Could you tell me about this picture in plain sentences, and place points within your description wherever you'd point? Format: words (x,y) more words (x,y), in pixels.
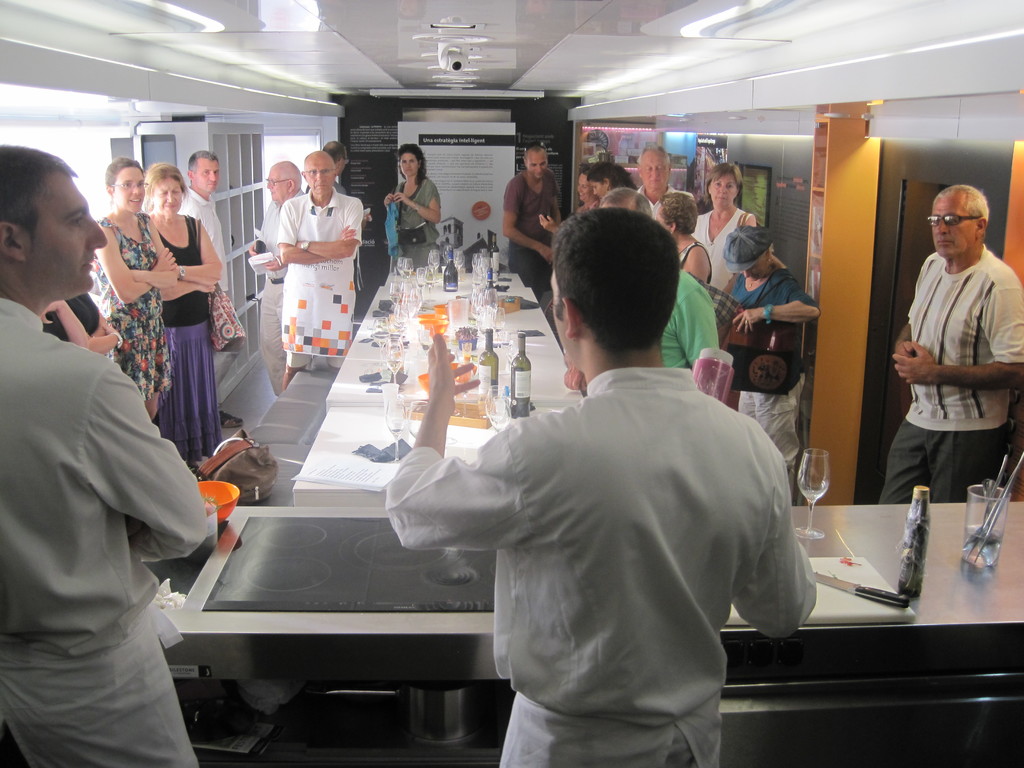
In the image there is a table (369,403) and on the table (454,443) there are many glasses (398,460), bottles (447,261) and some other items (441,319) are kept, in front of the table (462,294) there are two people (20,521) standing beside a cooking table (289,508), they are wearing chef coats (73,431) and around the table (381,400) there are, many people (88,308) standing and behind them many posters (486,151) were attached to the wall (474,120) and there is a camera (442,76) fit to the roof (510,19) of the room (359,98).
